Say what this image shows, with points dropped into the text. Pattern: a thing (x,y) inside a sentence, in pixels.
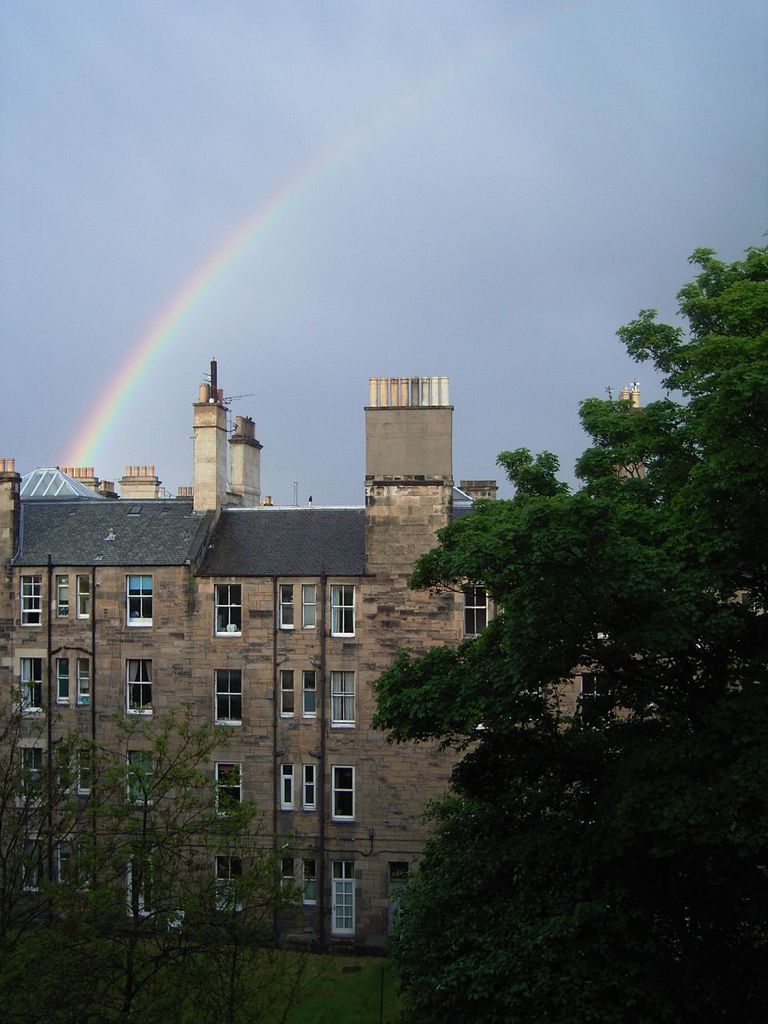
In this image we can see the building (255,690) and also trees (127,895). At the top (435,184) there is sky (548,205). We can also see the rainbow (145,358).
